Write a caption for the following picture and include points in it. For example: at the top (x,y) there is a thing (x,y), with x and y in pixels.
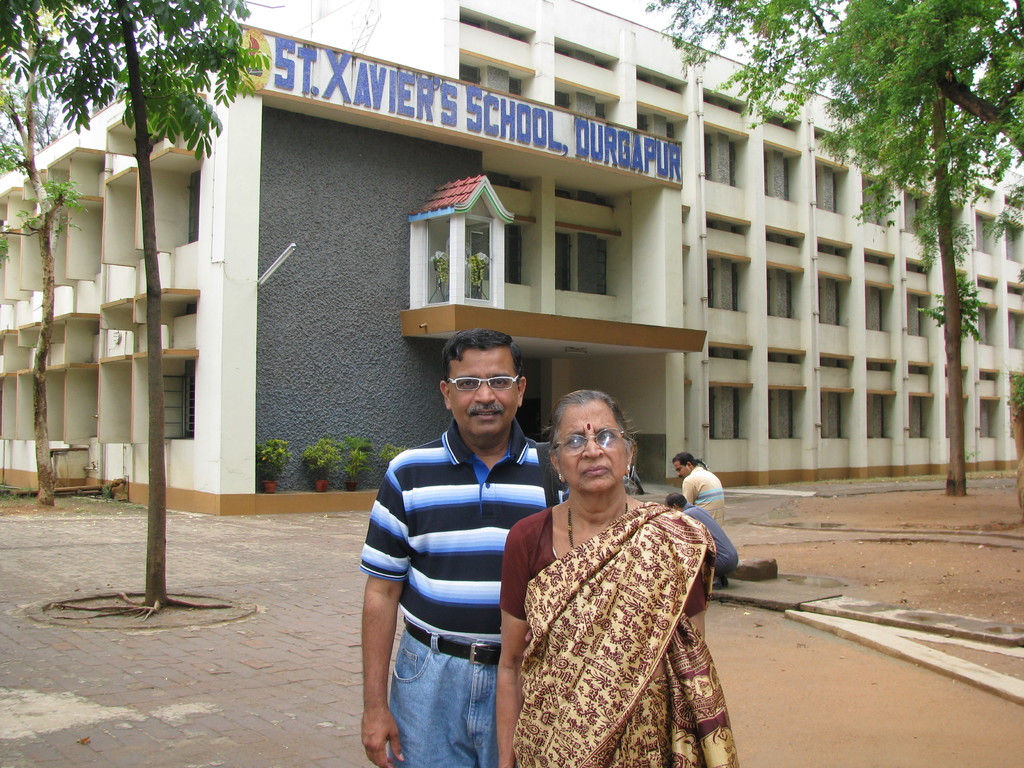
In the foreground of this image (591,618), there is a couple (614,667) standing. Behind them, there are few trees (976,314), two men (708,495) and a school (694,163) on which there is some text (552,119) names as ¨ST XAVIER'S SCHOOL, DURGAPUR¨. We can also see few plants (347,445) and the sky (682,32).
